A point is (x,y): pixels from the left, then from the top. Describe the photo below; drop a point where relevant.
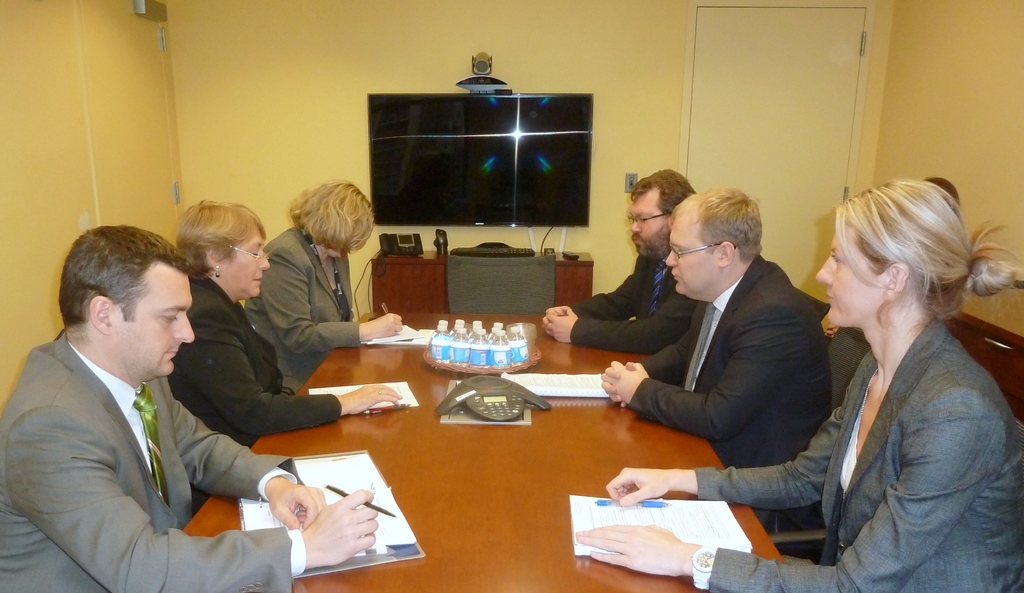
In this picture we can see a group of people (138,401) sitting. In front of the people (860,558) there is a table (480,520) and on the table (479,533) there are papers (541,390), bottles (492,341) and some objects (465,400). Behind the people (312,278) there is a desk (415,273) and on the desk (407,256) there is a telephone (417,241) and some objects (445,240). There is a television (451,153) and a webcam (479,72) on the wall (308,60). On the right side of the television (505,162) there is a door (707,109).
